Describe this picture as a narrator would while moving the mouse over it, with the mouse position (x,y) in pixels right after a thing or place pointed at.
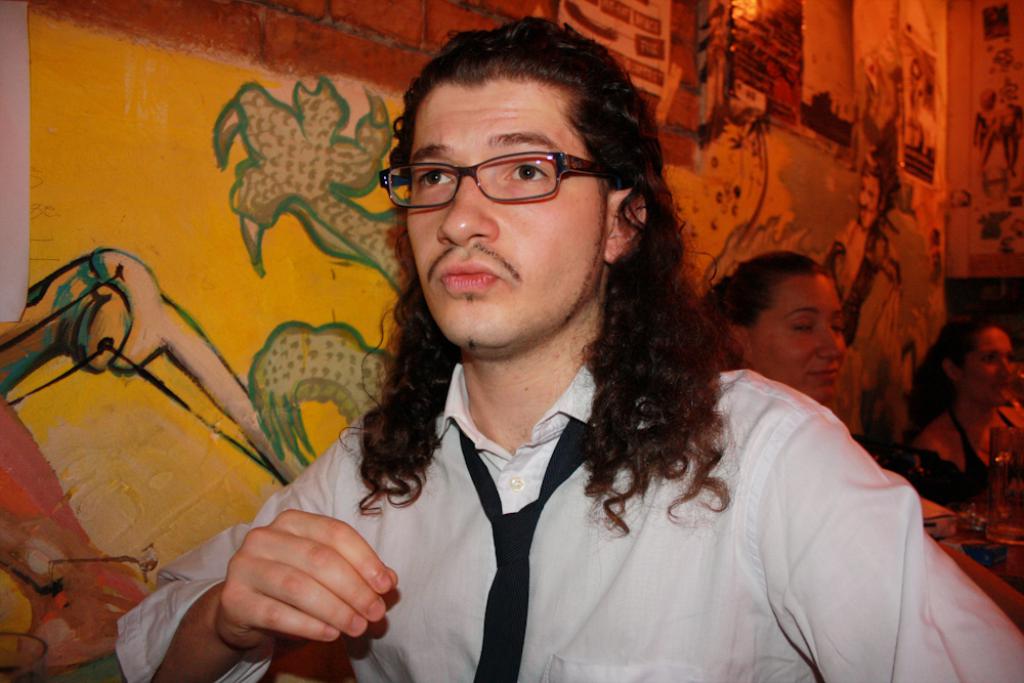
In the center of the image (535,327), we can see a person (574,435) wearing tie (502,514) and glasses (527,183) and in the background (794,296), we can see some other people (955,403) and there are some glasses (983,513) on the table (997,536) and we can see paintings (154,173) on the wall (134,263).
